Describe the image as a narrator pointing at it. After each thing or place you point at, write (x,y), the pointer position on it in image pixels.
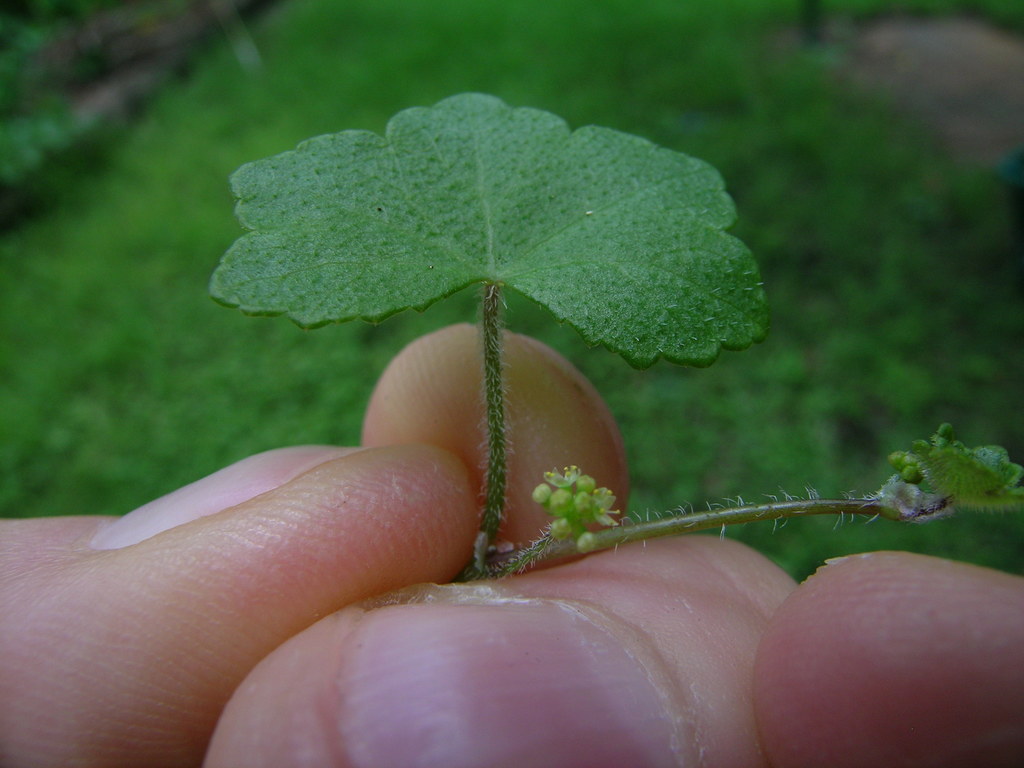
In this image we can see a grassy land (748,124) in the image. There are few plants (55,132) in the image. We can see a person's finger (416,671) in the image. A person (690,625) is holding a leaf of the plant (603,510) in the image.
